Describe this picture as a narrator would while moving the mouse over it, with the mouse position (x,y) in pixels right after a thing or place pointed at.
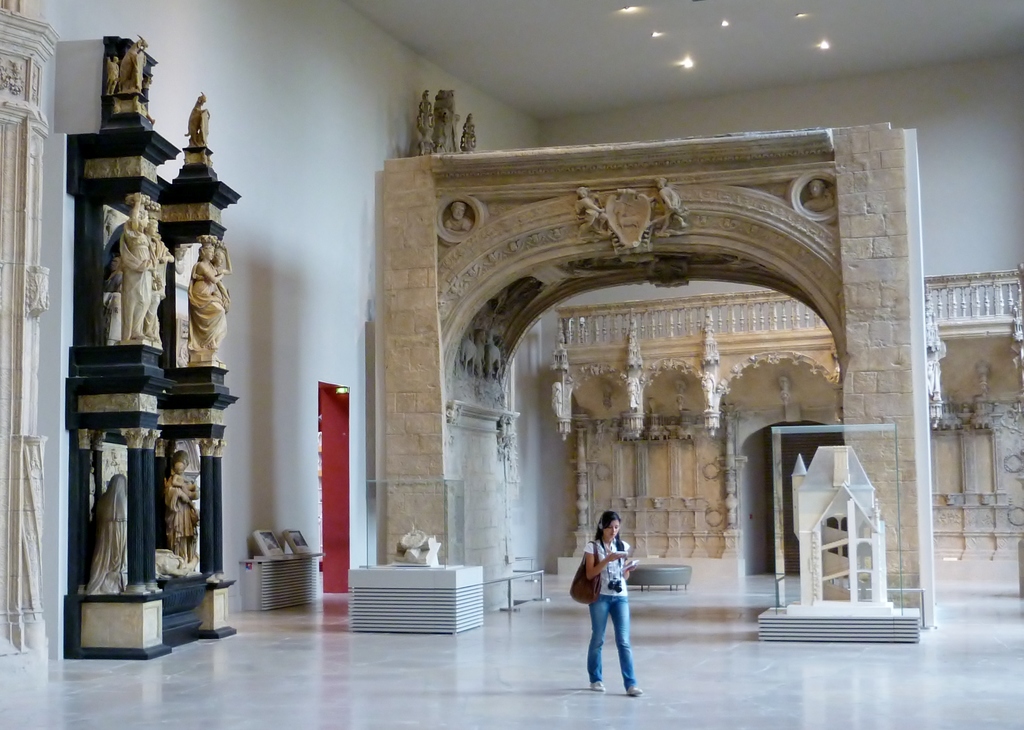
In this image I can see the arch (422,399), statues (157,294), lights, wall (529,500) and few objects (828,470) on the floor (885,649). I can see few sets of the buildings (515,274) and one person (628,561) is holding something and walking.
